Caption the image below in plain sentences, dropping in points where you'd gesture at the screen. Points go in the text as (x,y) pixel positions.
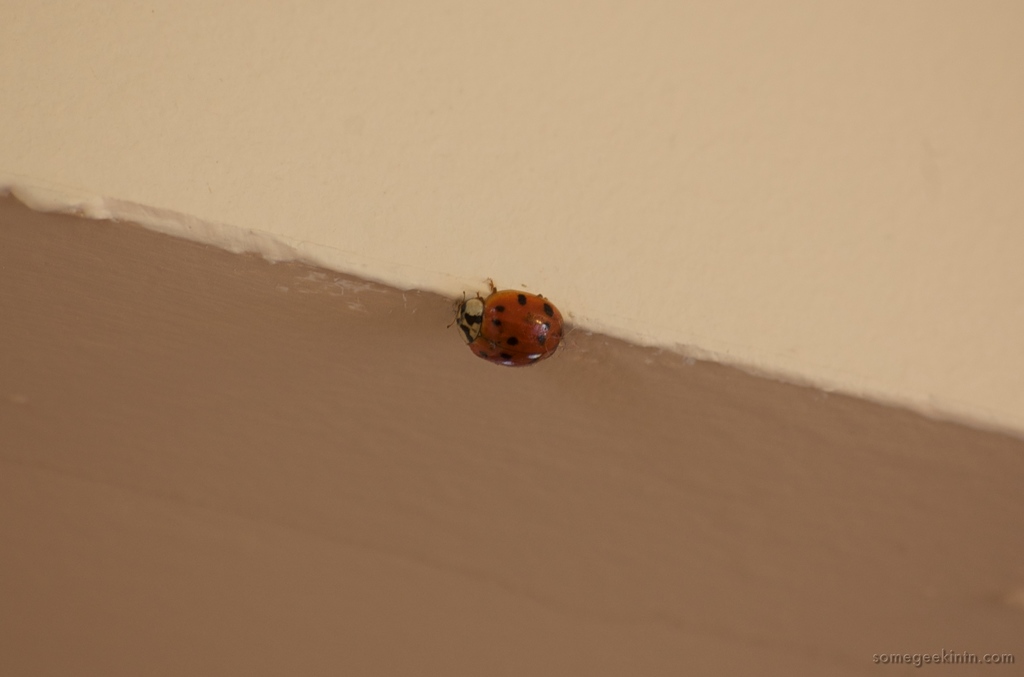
In the image there is a bug (494,326) on the wall (348,349) with brown painting (38,420) below and cream painting (588,173) above.
